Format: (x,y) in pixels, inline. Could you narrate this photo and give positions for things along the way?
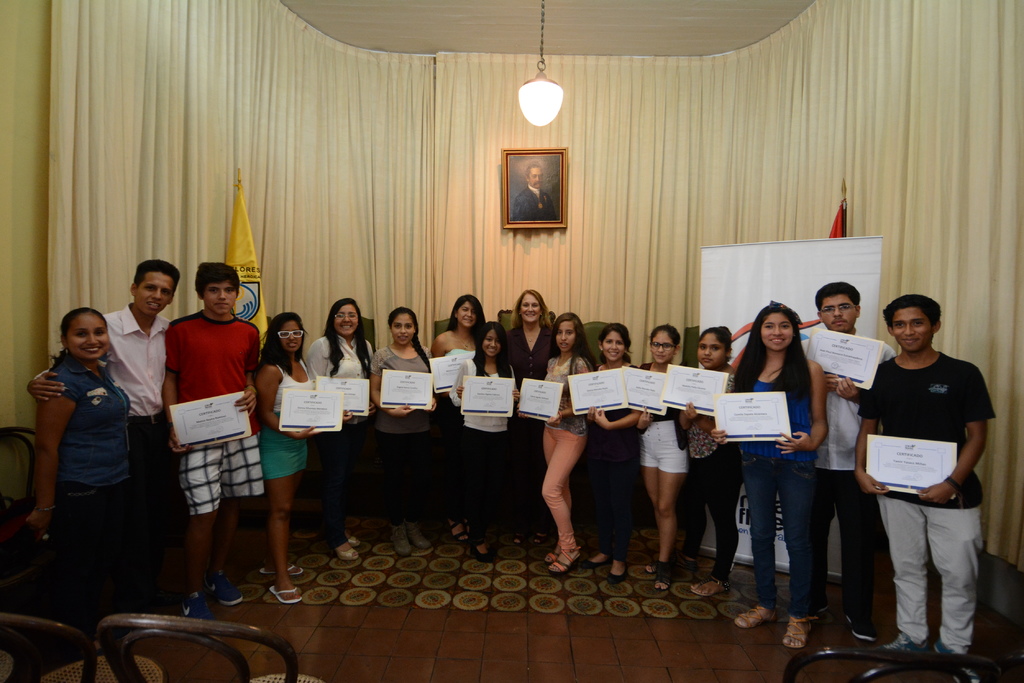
In the foreground of this image (503,485), there are people (339,492) standing on the floor (470,588) holding boards (914,456). At the bottom (873,670), there are chairs (111,629). In the background (131,274), there are flags (253,265), a board (806,263), curtain (608,196), frame (559,193) and a light (552,85) hanging.
